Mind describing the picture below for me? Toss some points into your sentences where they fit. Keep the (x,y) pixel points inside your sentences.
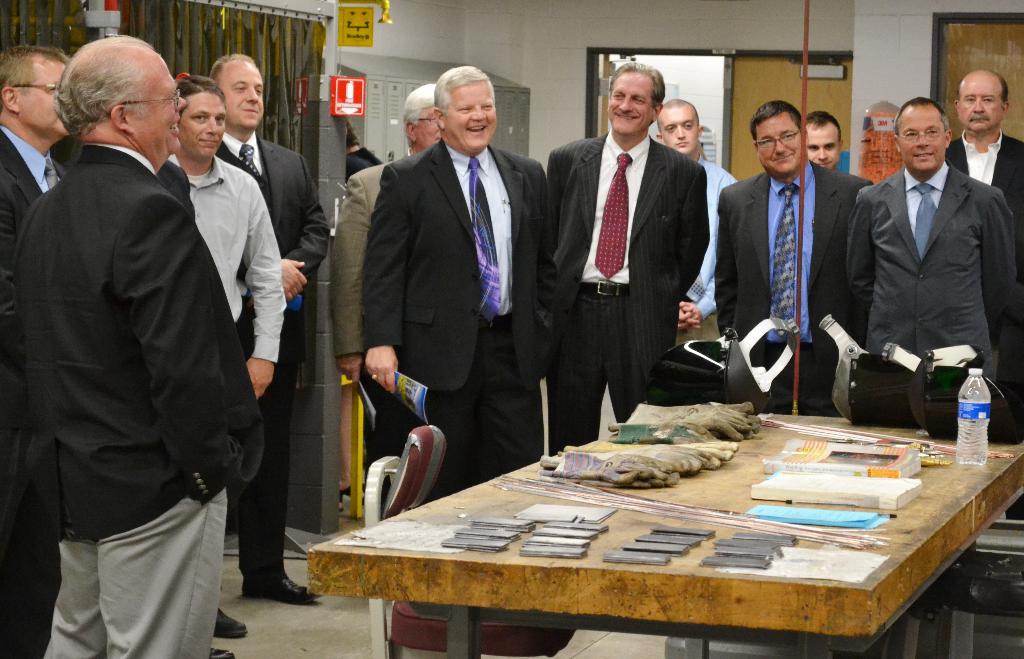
In this picture we can see a group of men (407,217) wore blazer (427,222), tie (472,212) and smiling and in front of them there is table (510,558) and on table (897,583) we can see bottle (974,422), book (830,449), gloves (687,450) and in background (322,111) we can see curtains (265,44) to window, wall (541,43), door (962,43).
